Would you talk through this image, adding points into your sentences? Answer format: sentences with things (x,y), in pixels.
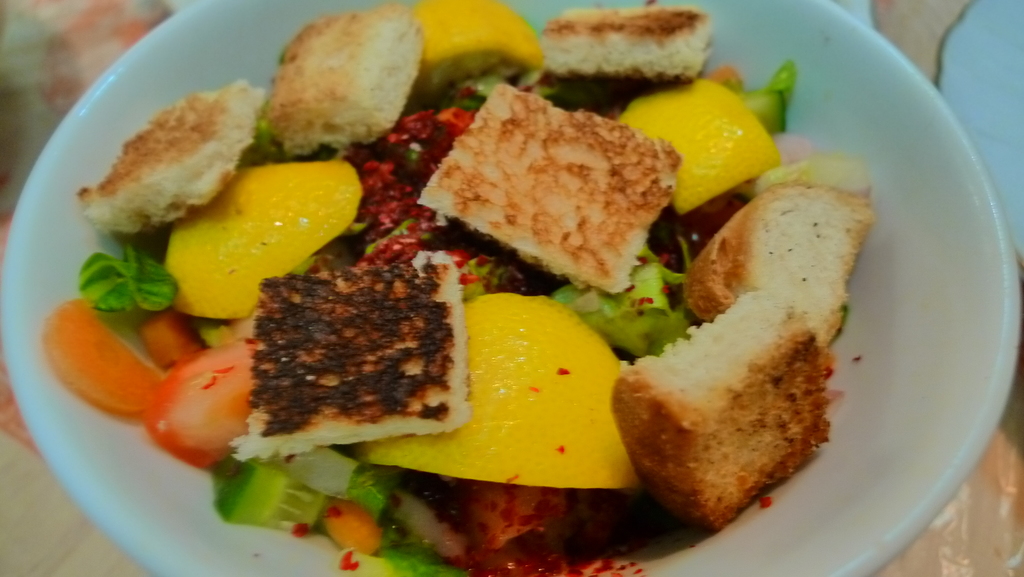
In this picture I can see some eatable item (526,284) placed on a plate (907,234) and kept on the table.
